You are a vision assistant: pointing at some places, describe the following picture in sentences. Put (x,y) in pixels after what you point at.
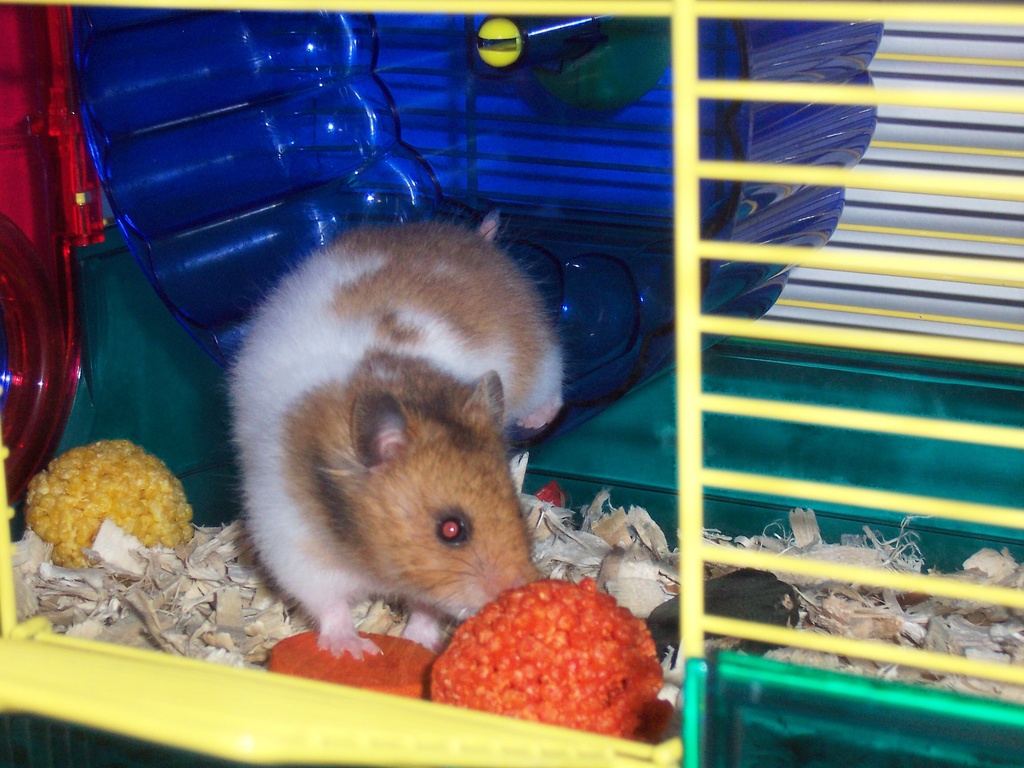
In this image I can see a hamster (410,499) in cage (610,435) with some food items (530,626) and wood pieces (865,599). And at the background (199,131) there is an object (236,351).
